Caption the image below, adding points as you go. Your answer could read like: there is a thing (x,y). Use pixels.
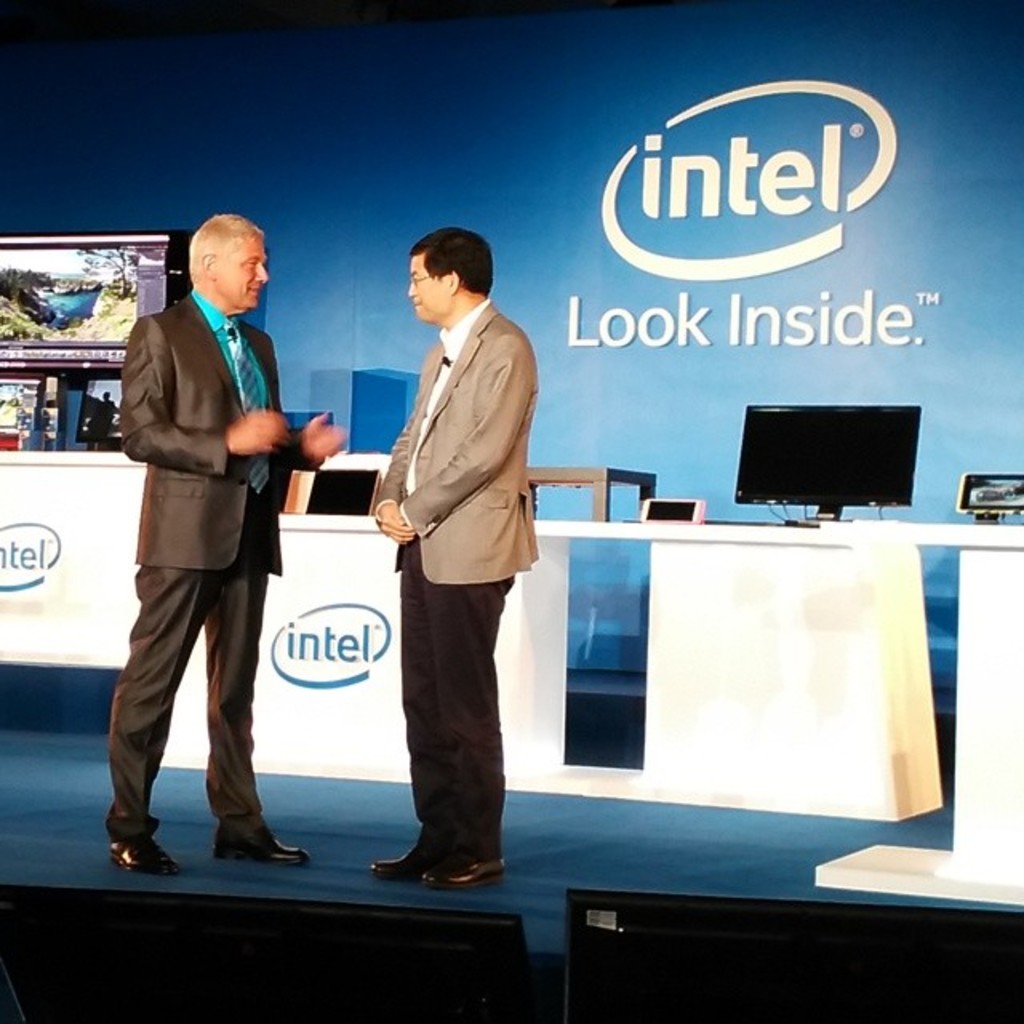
In this picture we can see two men (143,693) wore blazers (182,350), shoes (135,853) and standing on a platform (16,784), monitor (773,468) and in the background (246,94) we can see a banner (865,115).
